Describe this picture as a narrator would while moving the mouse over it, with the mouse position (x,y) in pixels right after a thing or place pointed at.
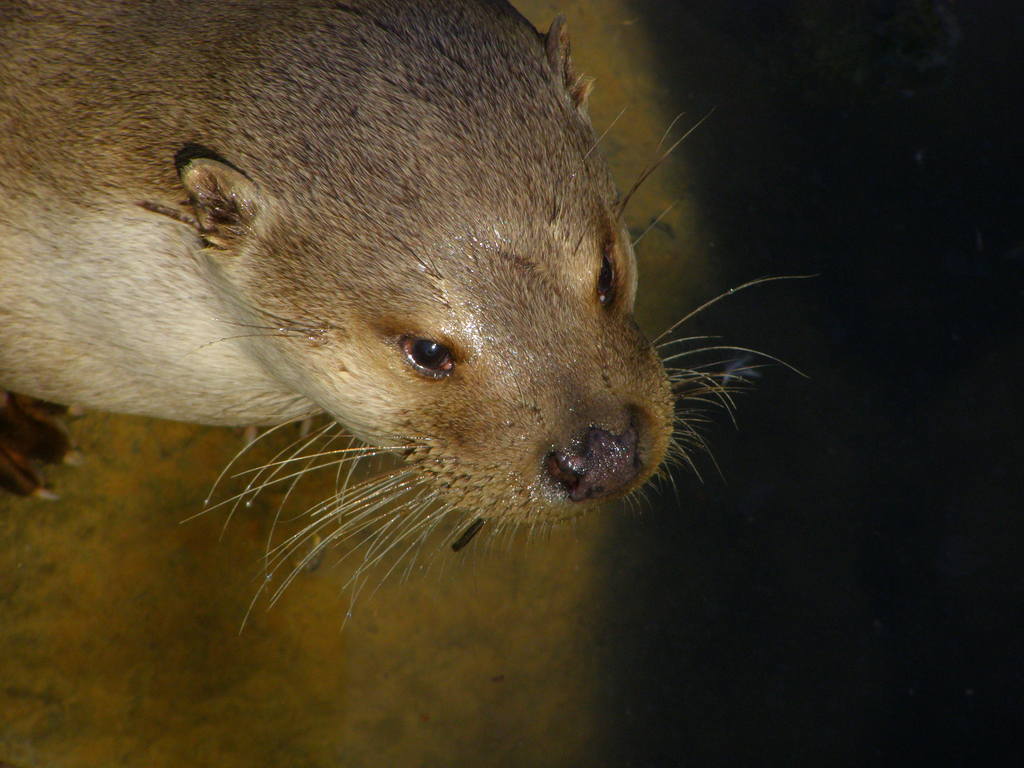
The picture consists of an otter (348,296). On the right (749,329) it is dark.
